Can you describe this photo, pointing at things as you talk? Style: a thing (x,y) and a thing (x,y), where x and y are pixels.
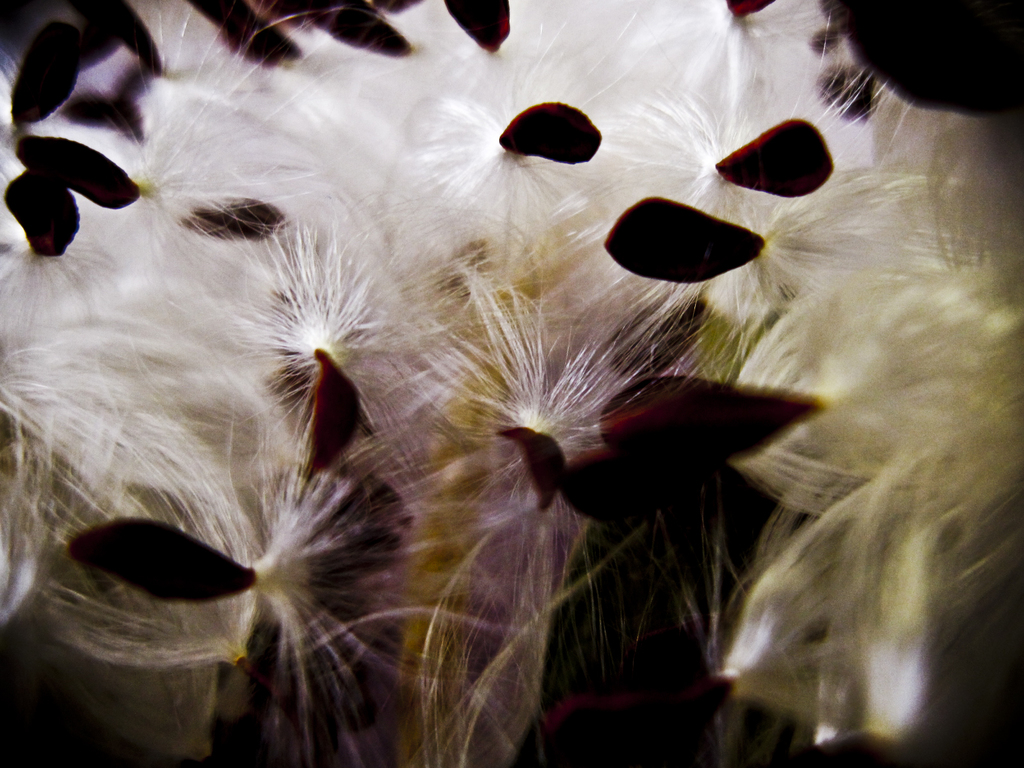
In this image it looks like a type of flying seeds (501,329).
